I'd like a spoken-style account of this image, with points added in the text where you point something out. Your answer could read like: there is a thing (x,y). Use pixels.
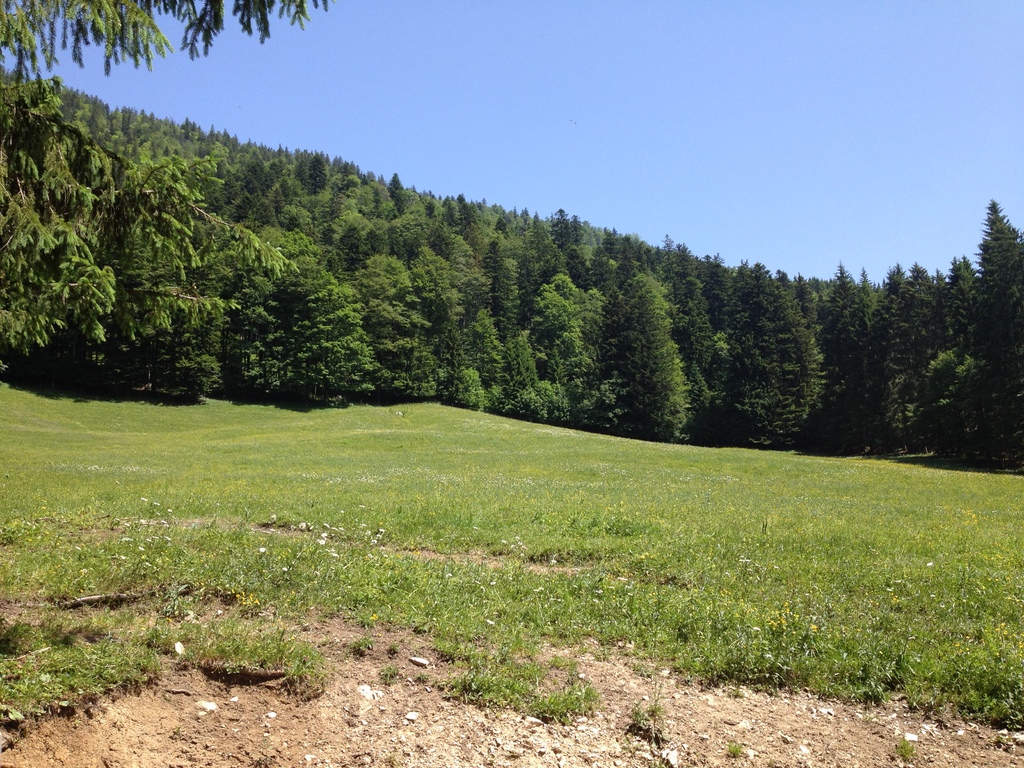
There is grass (666,527) on the ground (908,527). In the background (1013,380), there are trees (142,212) and there is blue sky (698,71).
